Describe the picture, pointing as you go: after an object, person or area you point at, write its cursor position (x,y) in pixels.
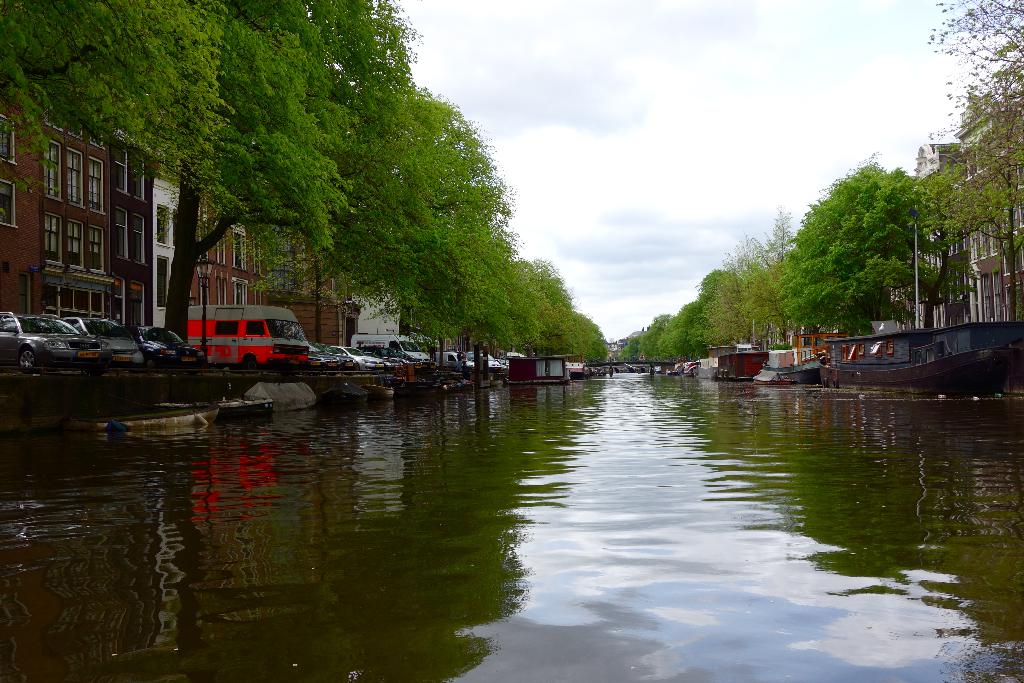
In this image in the front (541,503) there is water (557,508). On the right side (723,335) there are trees (728,301), there is a building (964,285) and there are boats (816,369). In the center (630,369) there is a bridge (615,364). On the left side (98,277) there are trees (335,250), buildings (217,260), cars (68,347) and there are boats (191,409) on the water (481,390).
